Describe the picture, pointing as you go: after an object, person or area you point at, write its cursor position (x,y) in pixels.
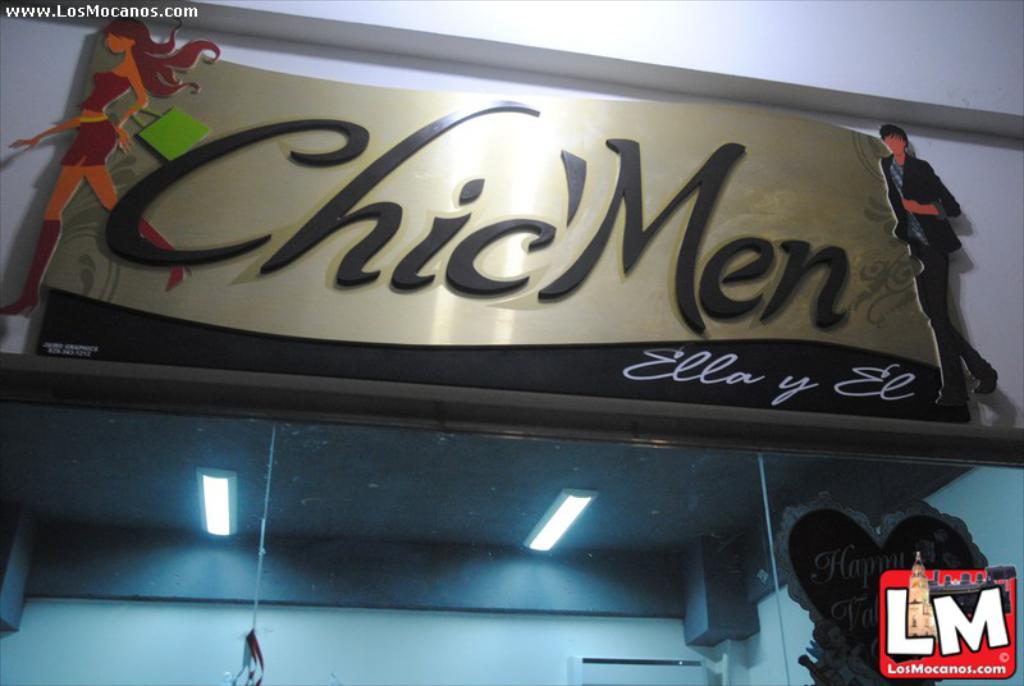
In the picture there is a name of some store is visible in the image and below that name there are glasses (27,536) and the picture is taken from some website.
